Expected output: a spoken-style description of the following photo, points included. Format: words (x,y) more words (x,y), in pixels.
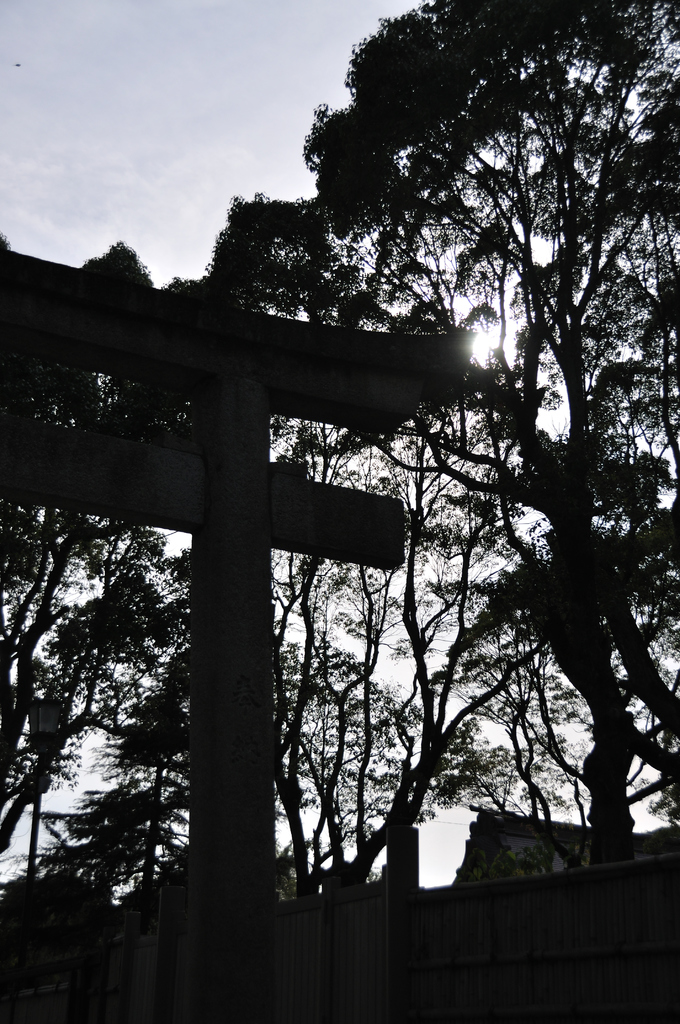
In this image we can see a stone gate (251,403). On the backside (316,693) we can see a fence (401,939), a group of trees (410,641) and the sky (162,174) which looks cloudy.
